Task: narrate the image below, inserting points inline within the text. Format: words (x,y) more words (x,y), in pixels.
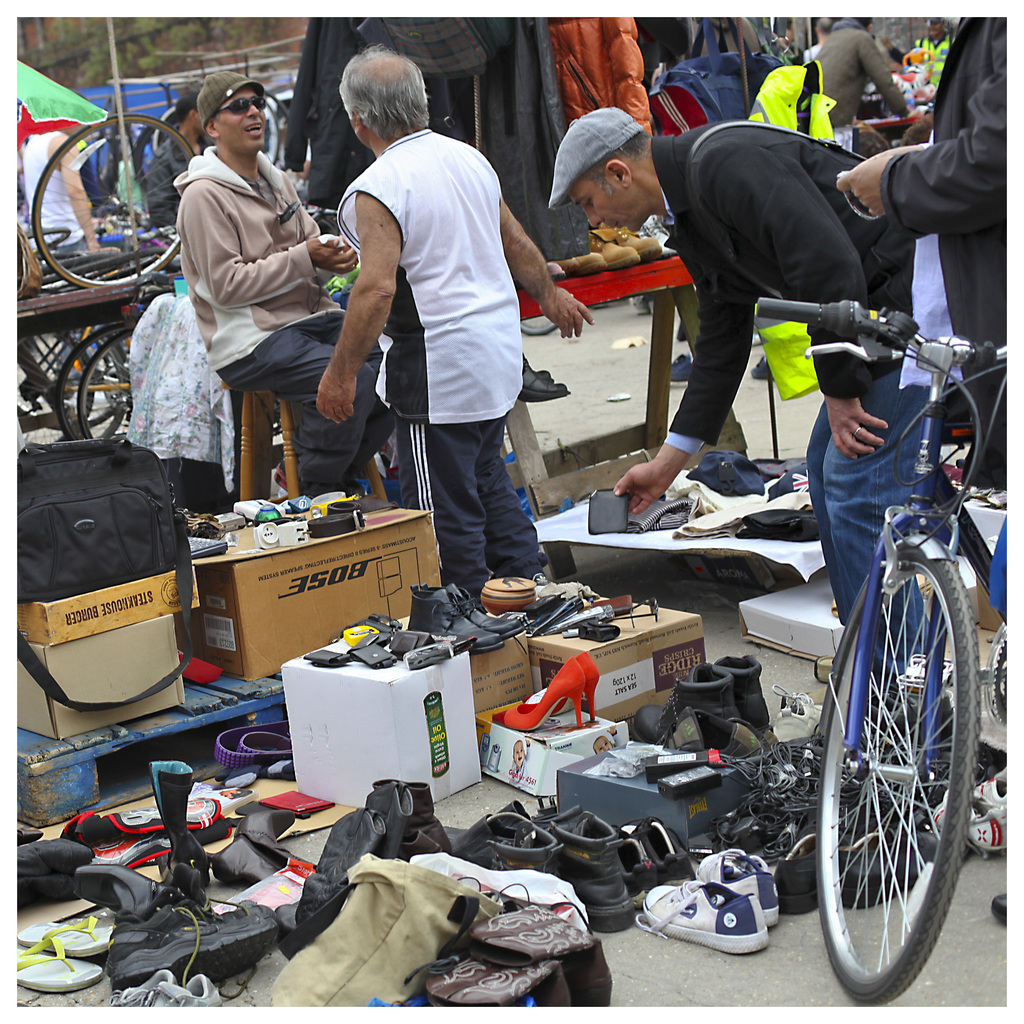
This is a picture taken in a outdoor, There are group of people (408,281) on the road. There is a man (430,254) in white t shirt (428,274) standing on the road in front of the man (442,472) there is a shoes (526,712) and sandals (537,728) and wooden cardboard boxes (311,591) and there is a bicycle (904,622). Background of this people (380,315) is a black cover (491,110) and a wheel (112,204).
